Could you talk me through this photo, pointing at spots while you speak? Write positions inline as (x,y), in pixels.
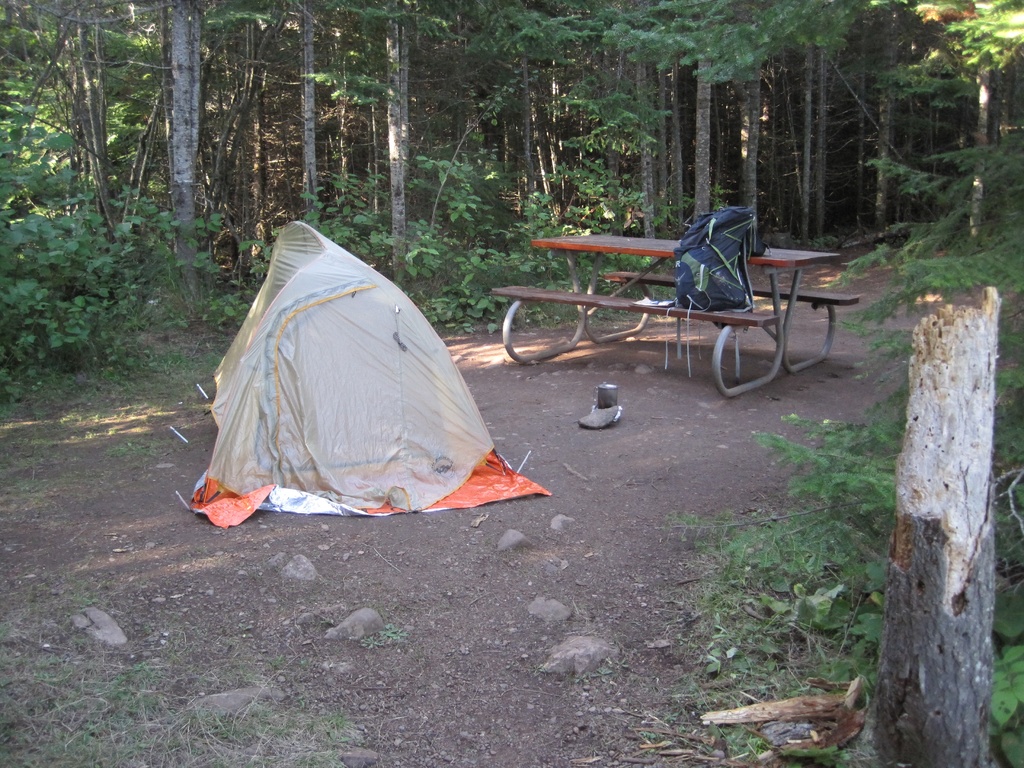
In this image we can see a tent (416,361) and a bench (726,328) in the middle of the forest (533,283), on the other side of the tent (408,309) there are trees (266,151).
